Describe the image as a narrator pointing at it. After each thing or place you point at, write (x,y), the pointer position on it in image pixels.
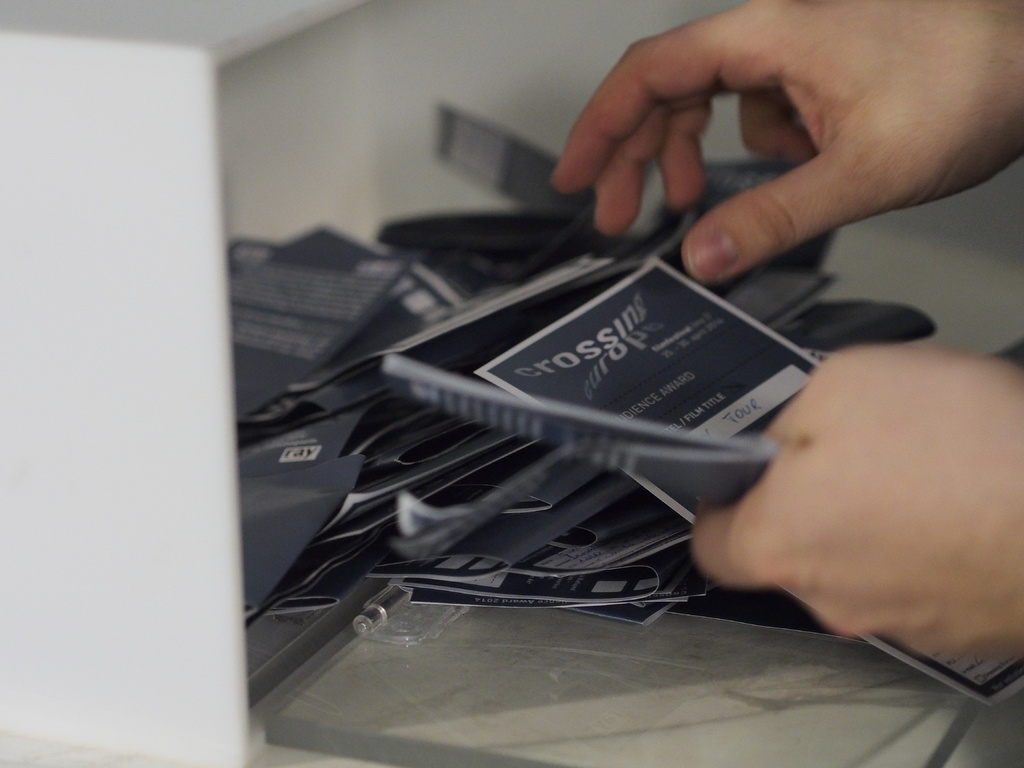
In this image, we can see person hands (933,393). There are some cards (661,418) in the middle of the image (602,311). In the background (270,127), image is blurred.
